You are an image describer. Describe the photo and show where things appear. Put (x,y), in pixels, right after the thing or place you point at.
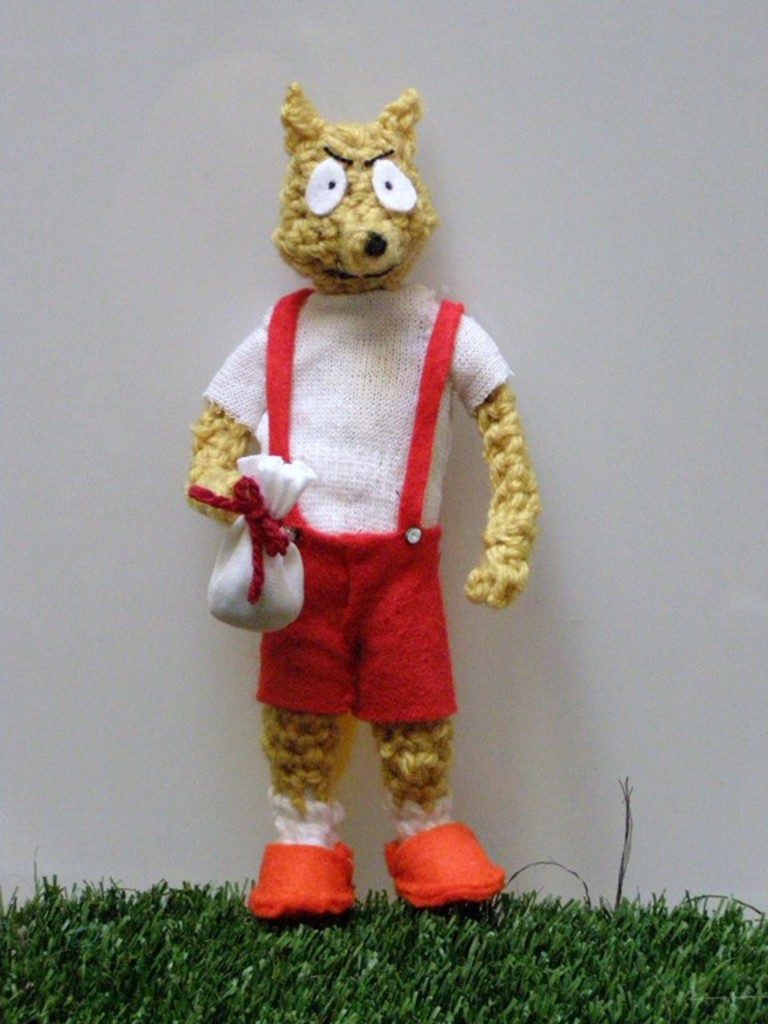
In this picture we can see a toy (317,600) on the grass path (186,955) and behind the toy (343,539) there is a white background (527,118).
